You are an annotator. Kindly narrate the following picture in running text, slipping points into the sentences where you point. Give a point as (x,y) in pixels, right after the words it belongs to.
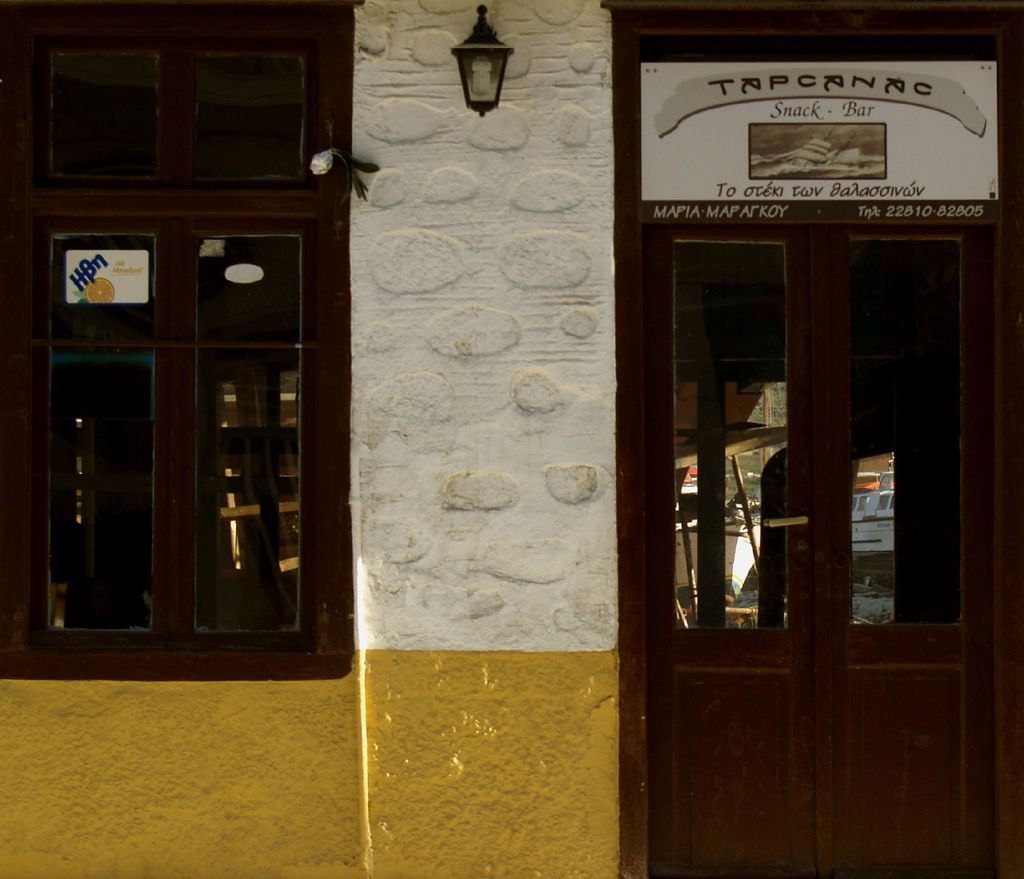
In this image we can see a window (266,635), door (853,559), a board (970,64) with some text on it and a street lamp (478,100) on a wall (500,256).
